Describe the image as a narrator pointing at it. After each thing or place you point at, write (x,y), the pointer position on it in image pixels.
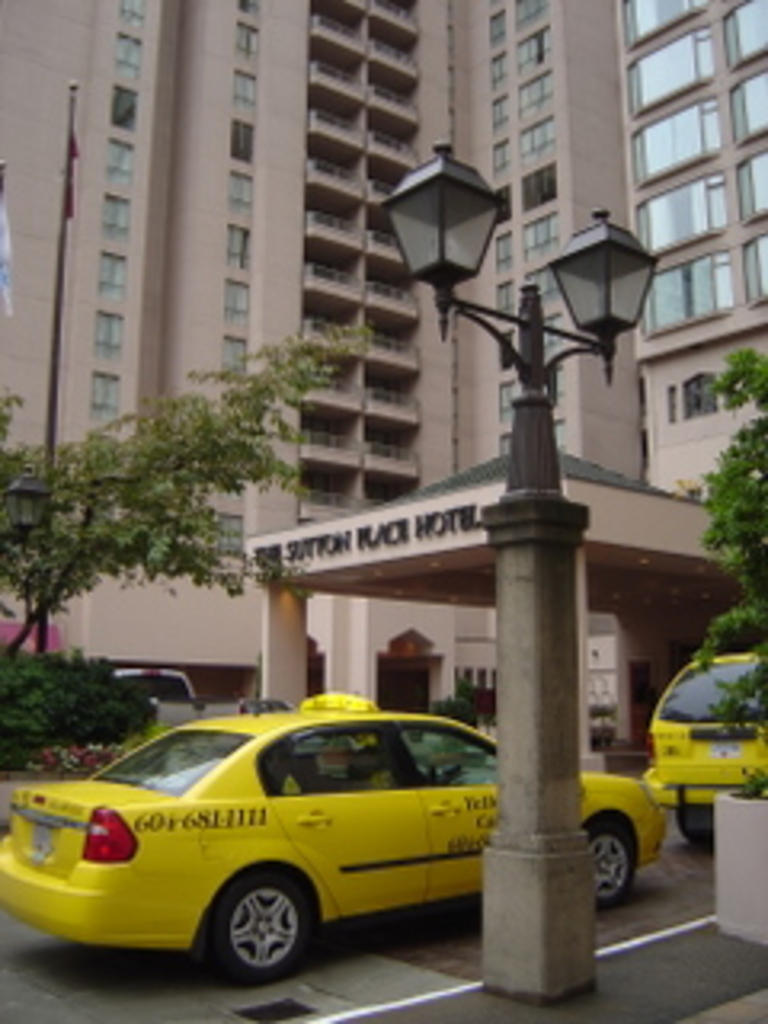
In this picture, there are vehicles (704,704) on the road (347,962) which are in yellow in color. Beside it, there is a pole (527,400) with lights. On the top (376,277), there is a building (421,541). Towards the left (83,537) and right, there are trees (727,551).
